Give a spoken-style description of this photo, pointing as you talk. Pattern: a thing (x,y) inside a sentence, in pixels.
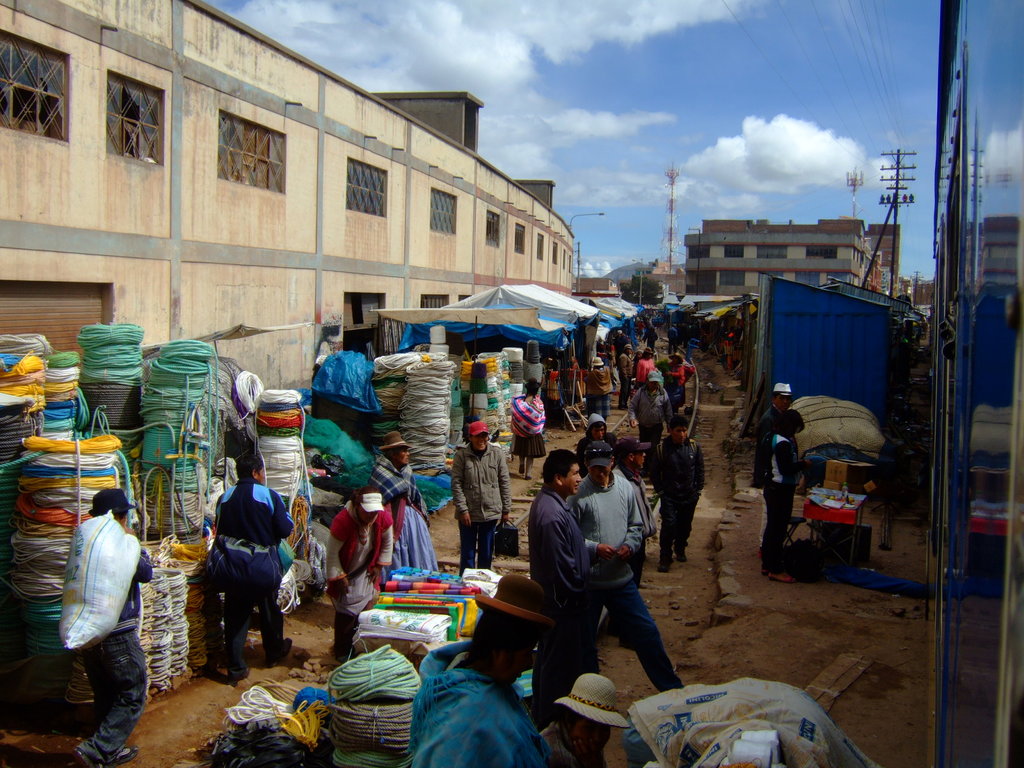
This image is taken outdoors. At the top of the image (414,66) there is the sky (571,126) with clouds (792,171). At the bottom of the image (176,734) there is a ground (206,689). On the left side of the image (198,284) there is a building (278,268) with walls (412,268), windows (518,242), doors (20,319) and a roof (366,93). In the background (734,258) there are few buildings (709,254). There is a tower (673,251) and there are a few poles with street lights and wires (841,92). In the middle of the image (524,317) there are a few tents (588,308). Many people (661,410) are standing on the ground (702,373) and a few (694,455) are walking. There are many rope coils (395,682) and a few things (237,734) on the ground (518,556). There is a huge luggage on the ground (706,546). On the right side of the image (957,400) there is a vehicle (978,305).
